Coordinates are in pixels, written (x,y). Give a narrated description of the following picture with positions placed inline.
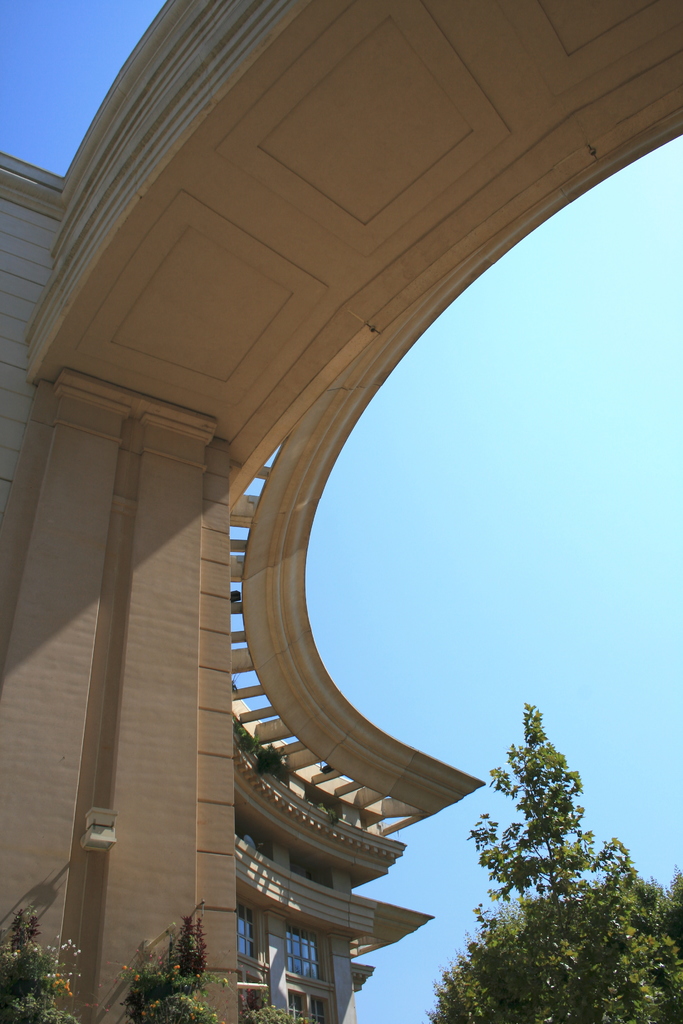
This is an outside view. On the left side (91,631) there is a building (192,805). At the bottom (611,914) there are trees (527,929). At the top of the image (80,79) I can see the sky (62,83).
